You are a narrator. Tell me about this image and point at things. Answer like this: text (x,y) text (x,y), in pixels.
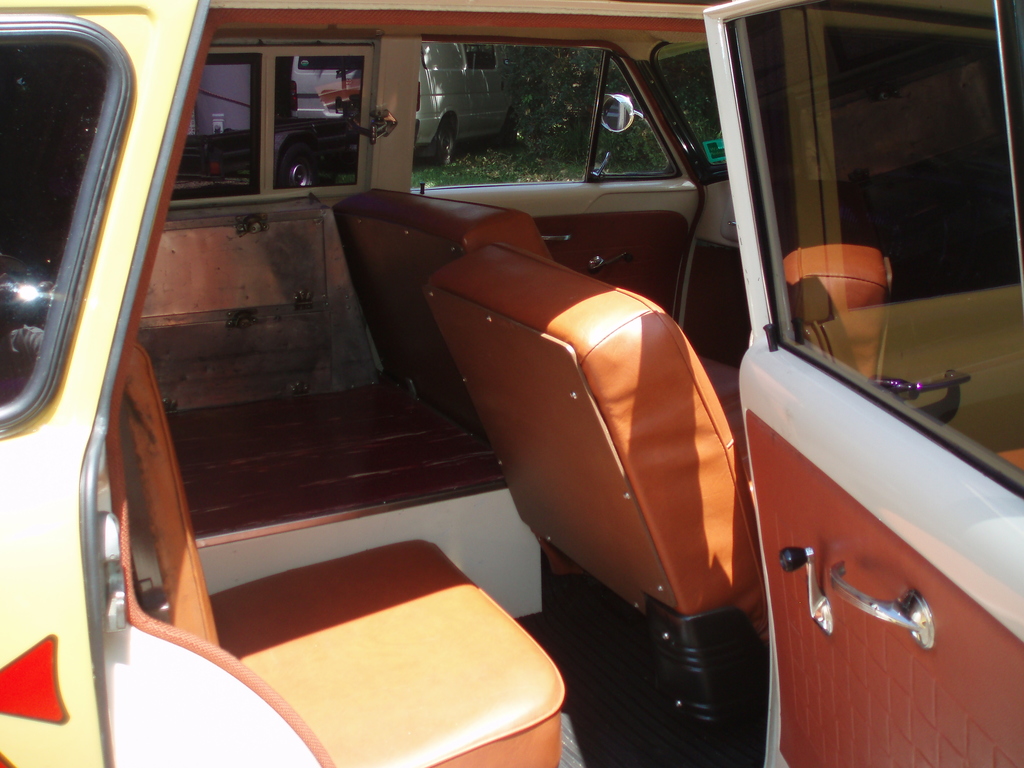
In the image we can see inside of the vehicle (594,414). Behind the vehicle (626,251) there is grass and there is a another vehicle (437,83).
